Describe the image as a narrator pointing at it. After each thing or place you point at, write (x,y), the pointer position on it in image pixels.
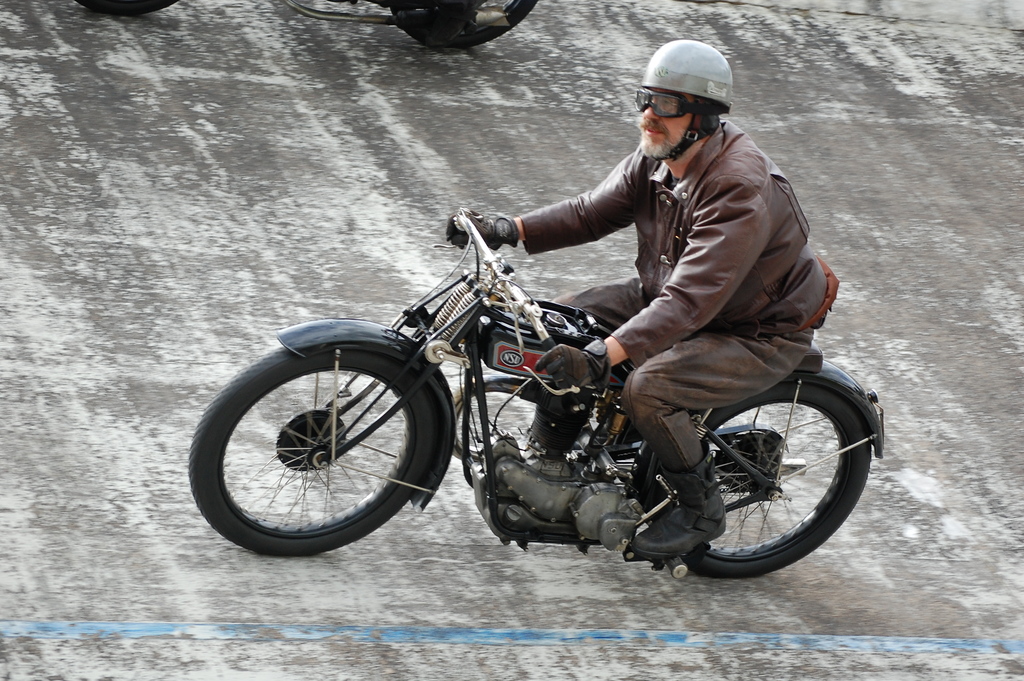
The image is taken on the road (294,153). In the center of the image (673,300) there is a man (696,335) who is wearing a jacket (675,270) is riding a motorbike (508,477).
